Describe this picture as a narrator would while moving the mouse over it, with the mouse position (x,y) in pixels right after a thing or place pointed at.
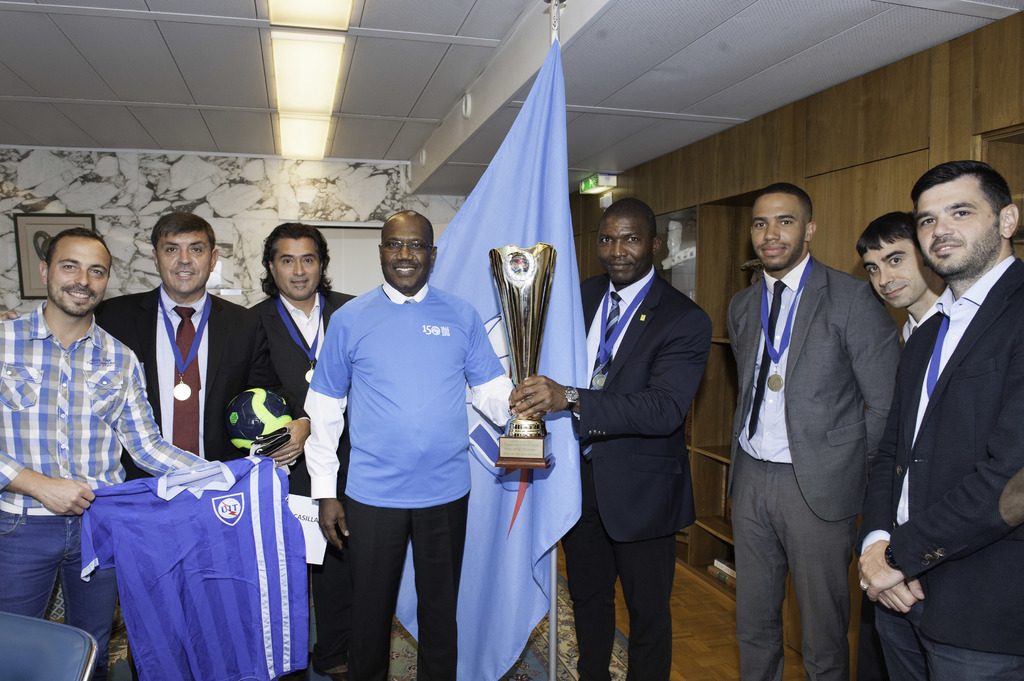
In this image I can see a group of people (369,431) standing in the center of the image (344,439) posing for the picture. Two people (335,389) in the center (538,446) are holding a trophy (534,426). One person (90,486) on the left hand side (107,562) is holding a T-shirt (272,516), one person (295,412) last but one on the left side (297,425) is holding a ball (237,400) in his hand (289,448). I can see a flag (551,347) behind them.
